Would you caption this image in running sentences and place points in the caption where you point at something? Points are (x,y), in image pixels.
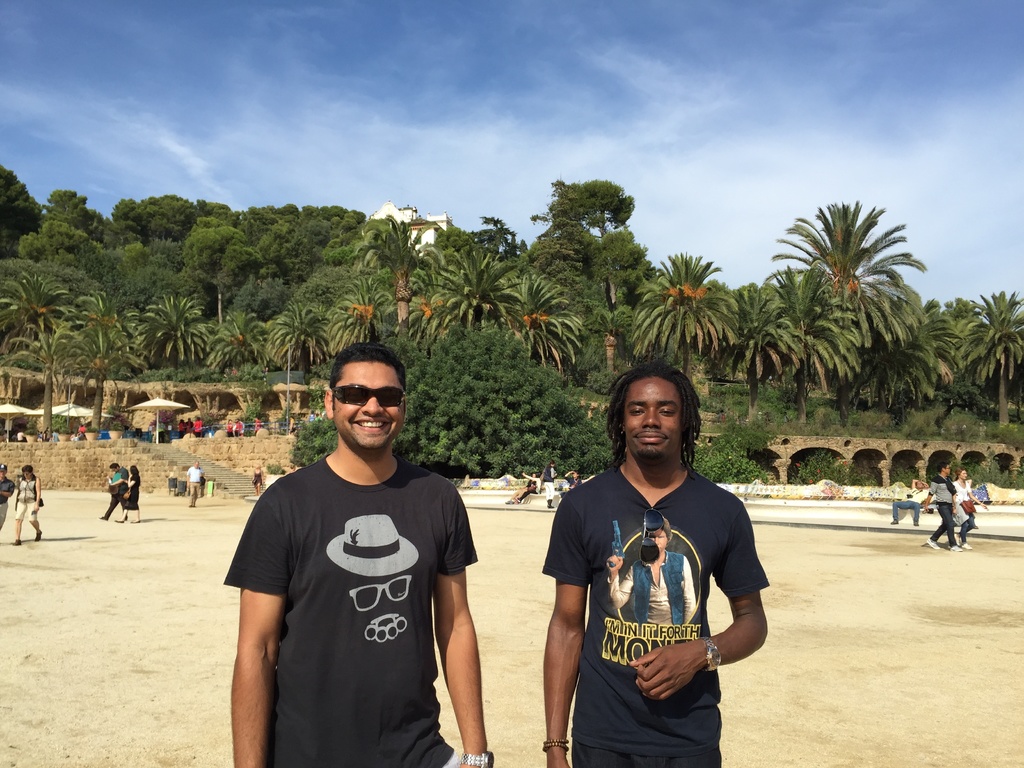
In this image, we can see people (374,611) wearing clothes (127,475). There are some trees (663,299) in the middle of the image (567,320). There is a bridge (869,441) on the right side of the image (980,461). There is an ancient monument (180,464) on the left side of the image (58,377). There is a sky (510,82) at the top of the image (476,43).
